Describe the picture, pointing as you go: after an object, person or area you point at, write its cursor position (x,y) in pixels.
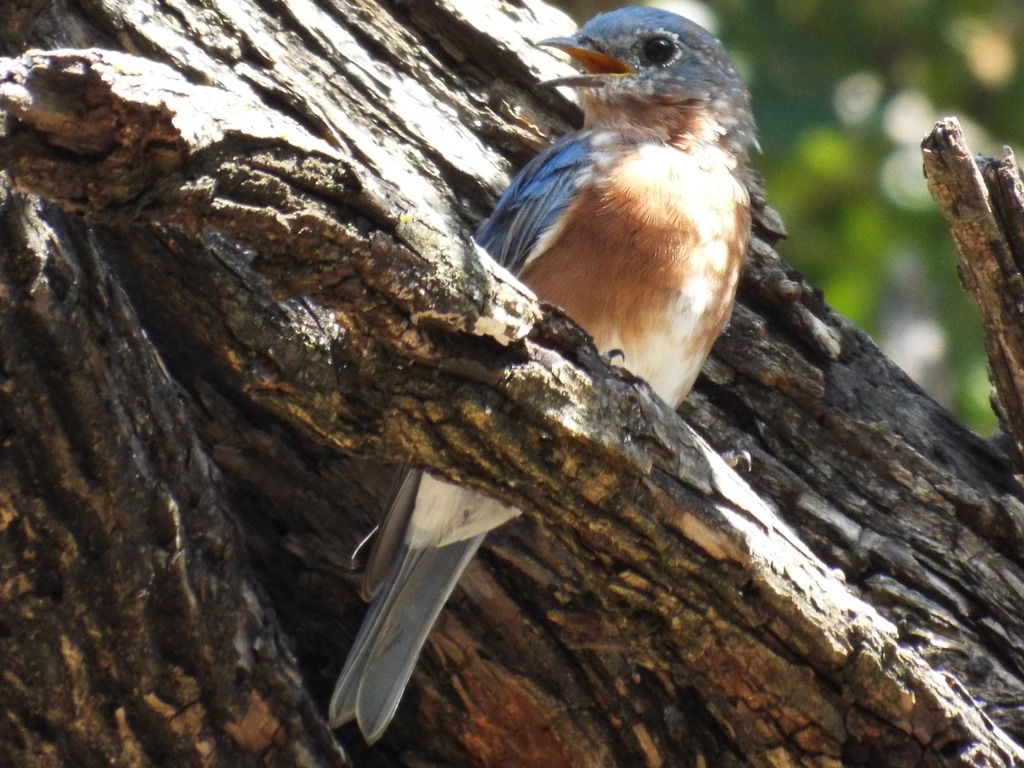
In this image we can see a bird (432,480) on a tree trunk (531,428). In the background (805,170) it is blur.
